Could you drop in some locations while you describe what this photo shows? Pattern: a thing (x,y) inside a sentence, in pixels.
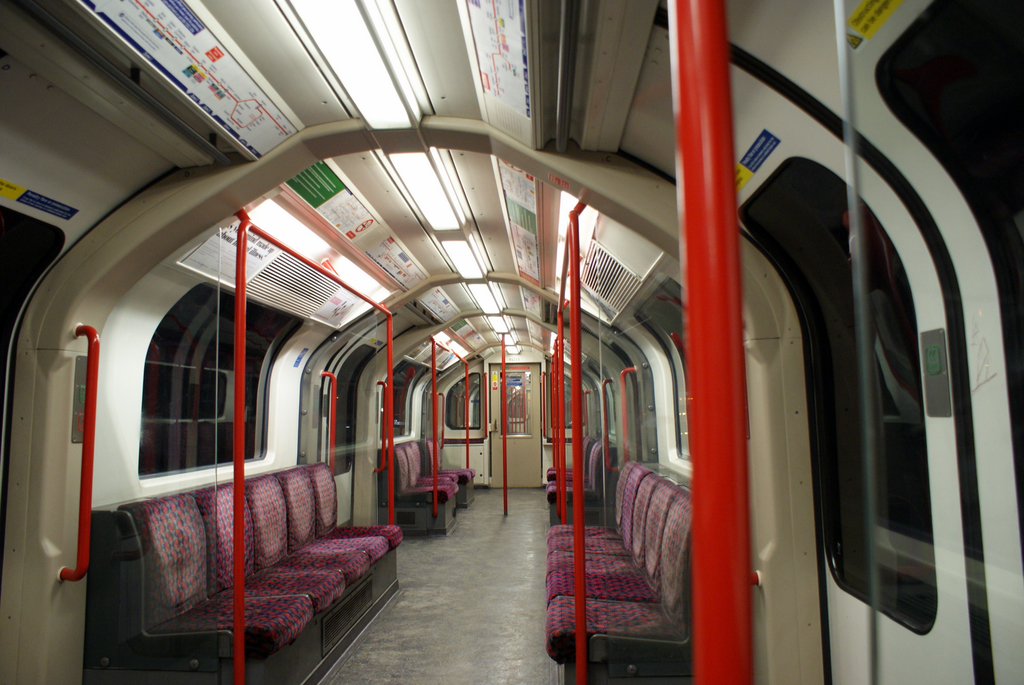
In this picture I can observe an interior view (406,349) of a train (378,359). On either sides of the picture I can observe seats (275,489) and windows (191,366). In the top of the picture (396,115) I can observe lights (397,115) fixed to the ceiling (353,116).
